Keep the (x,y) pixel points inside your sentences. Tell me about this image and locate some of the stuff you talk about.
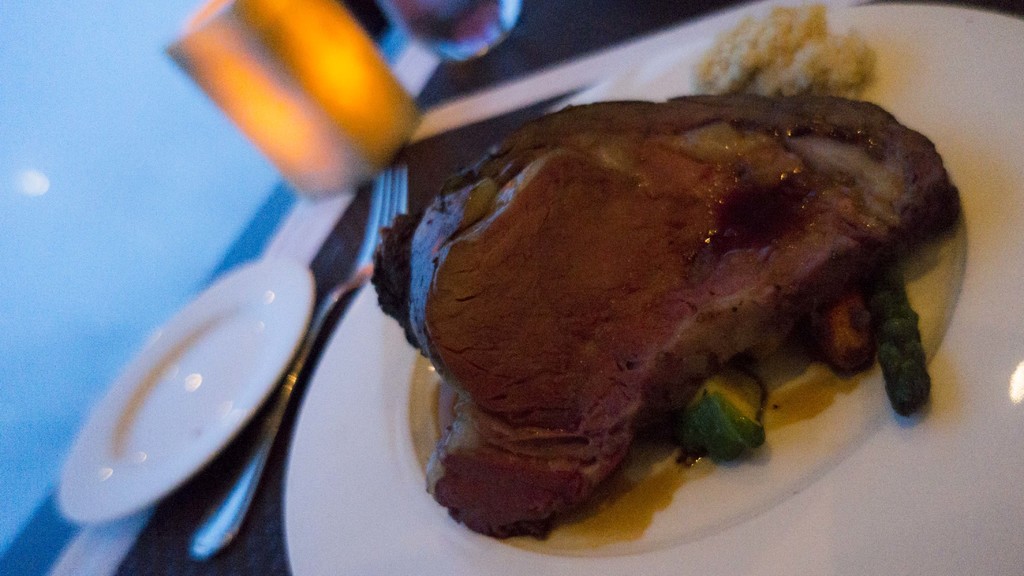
Here we can see plates (262,331), fork (298,370), food (563,260) and object (329,109).
